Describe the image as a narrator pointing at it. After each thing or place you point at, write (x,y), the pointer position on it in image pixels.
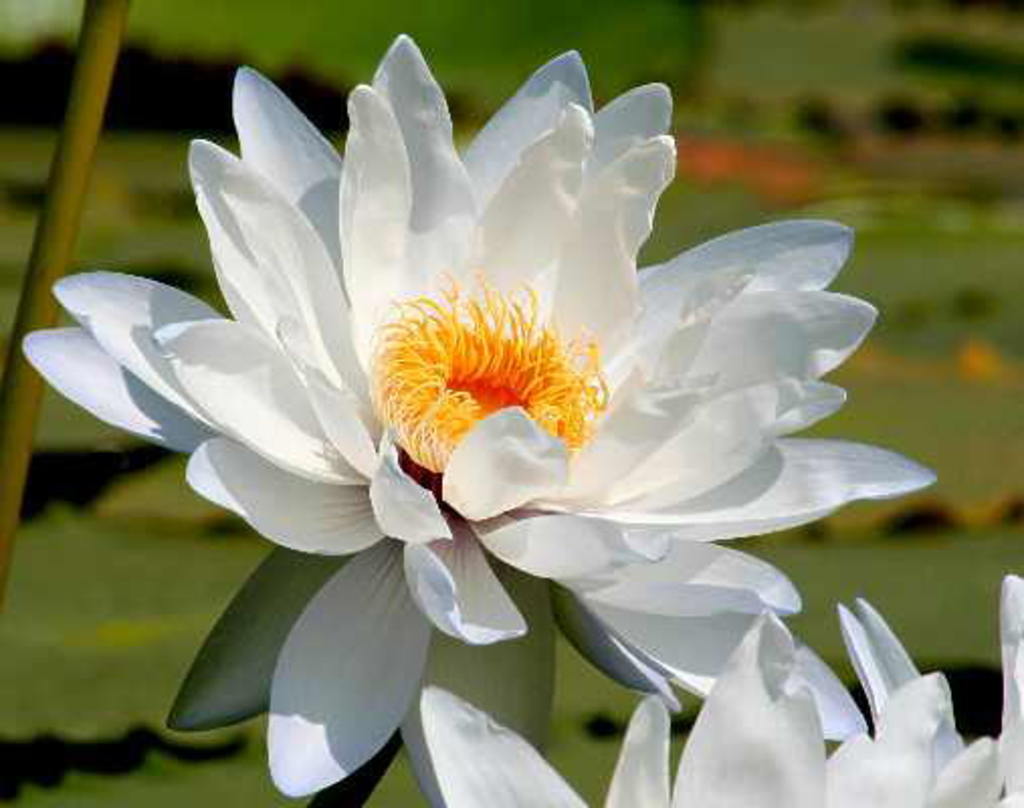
In this image in the foreground (400,438) there are two flowers (714,612), and in the background (307,109) there are some plants (118,614).
